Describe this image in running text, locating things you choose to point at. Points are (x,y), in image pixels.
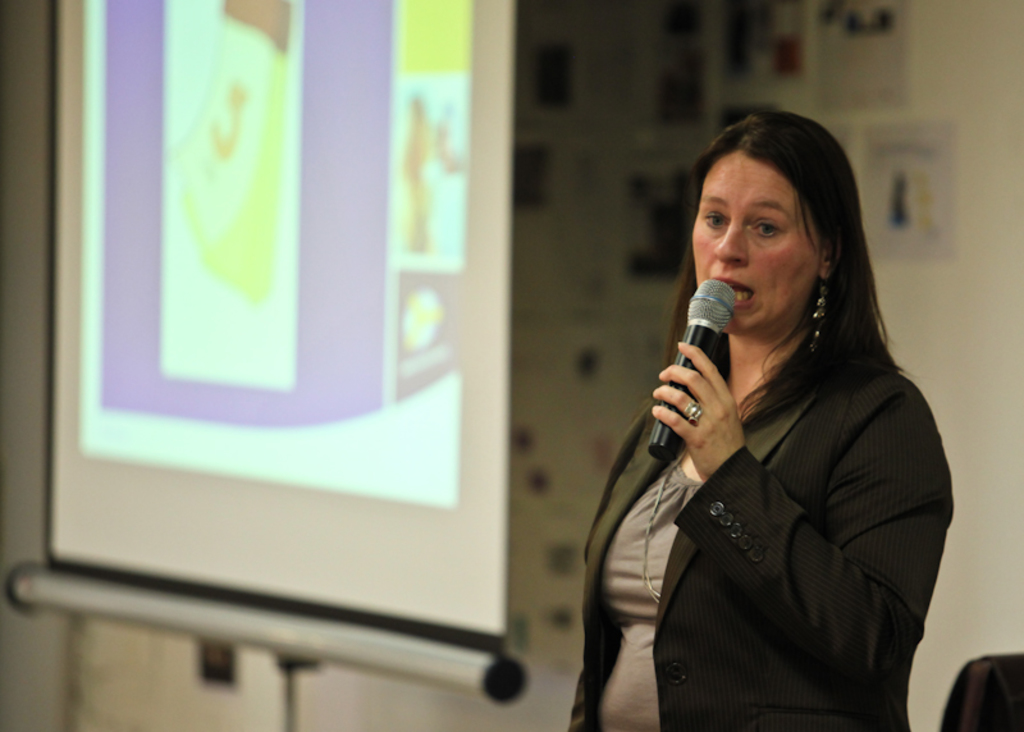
A woman (775,538) is standing holding a microphone (693,307) and wearing a blazer (883,600). There is a projector display (341,290) at the back (328,331).
